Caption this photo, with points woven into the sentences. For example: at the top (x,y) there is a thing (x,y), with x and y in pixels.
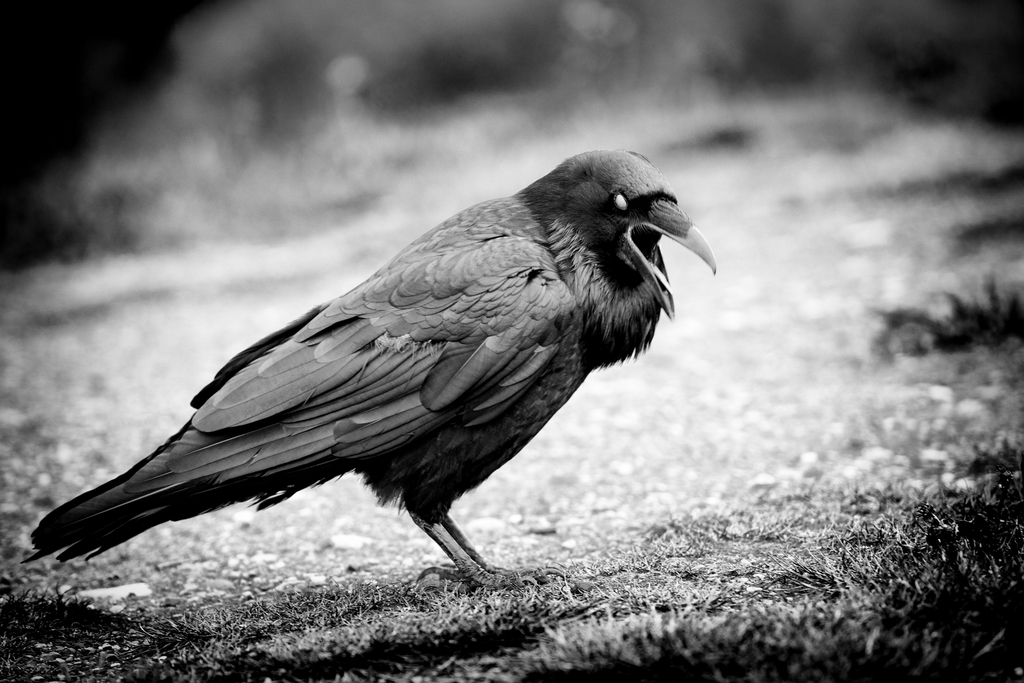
In this image I can see the bird (510,365) on the grass (518,639) and there is a blurred background (113,281). I can see this is a black and white image.
